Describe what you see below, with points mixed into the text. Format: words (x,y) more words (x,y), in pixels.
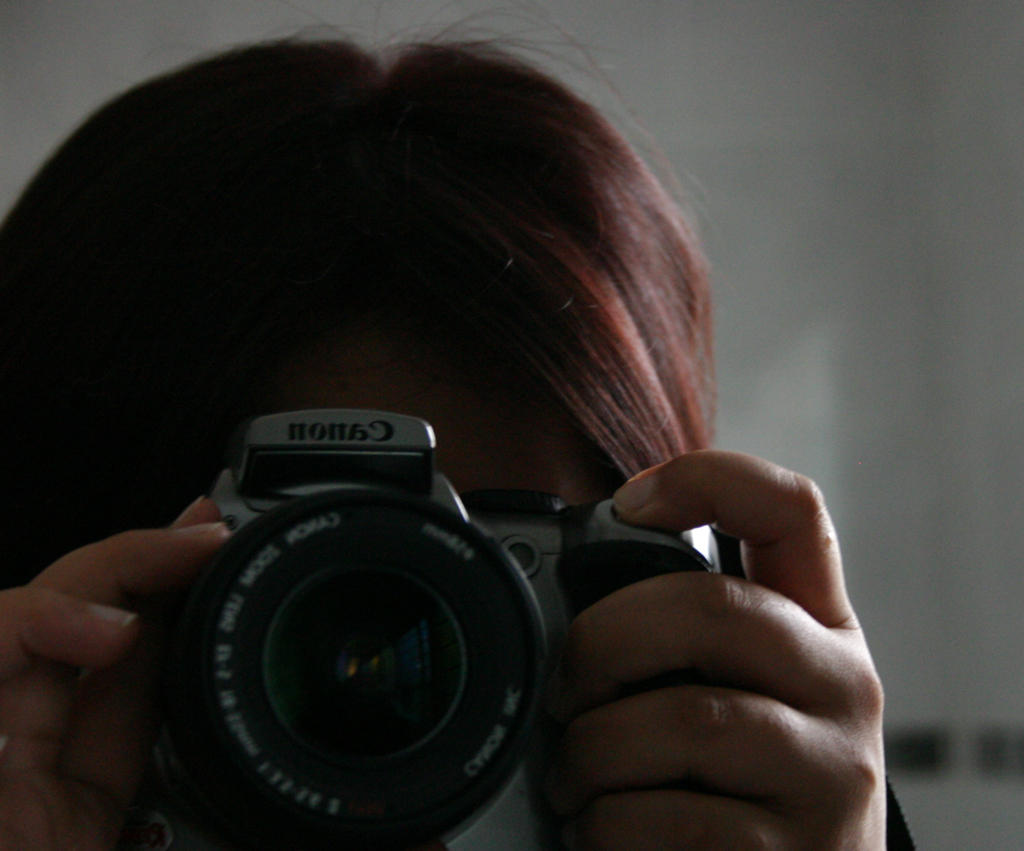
In this image there is a person (65,830) clicking a picture by holding a camera (574,528), and at the back ground (833,461) there is a wall (915,460).
